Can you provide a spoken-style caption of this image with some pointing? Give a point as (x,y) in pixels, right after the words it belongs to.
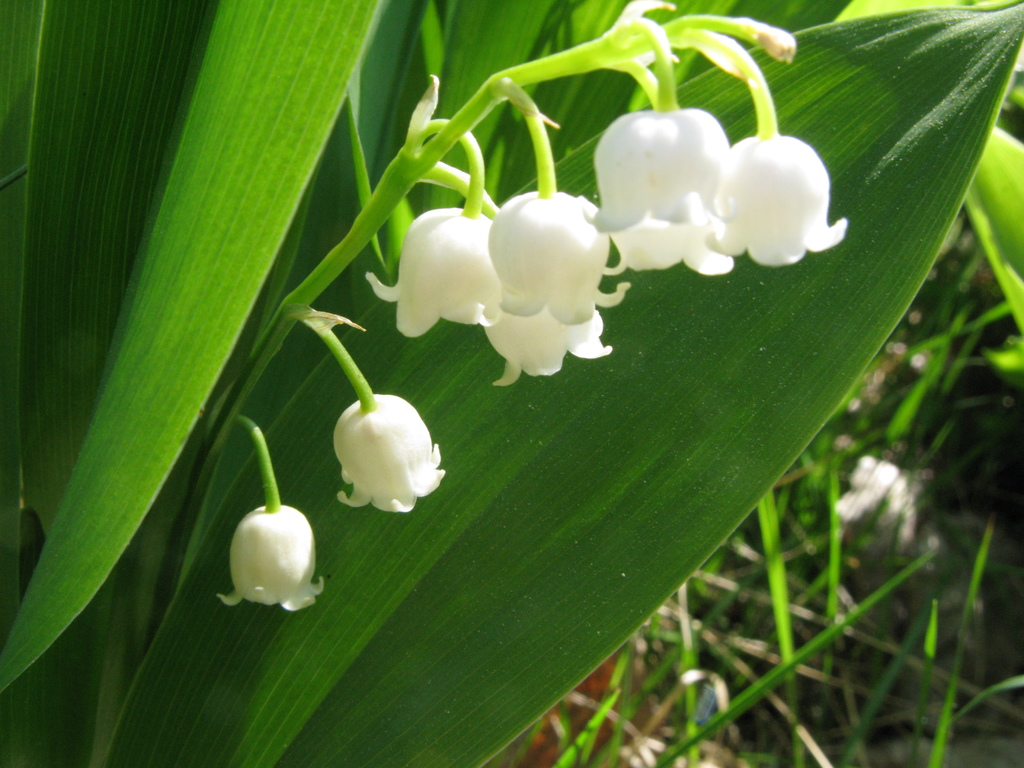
In this picture we can see few flowers (385,297) and plants (795,462), and the flowers (609,221) are in the white color.
